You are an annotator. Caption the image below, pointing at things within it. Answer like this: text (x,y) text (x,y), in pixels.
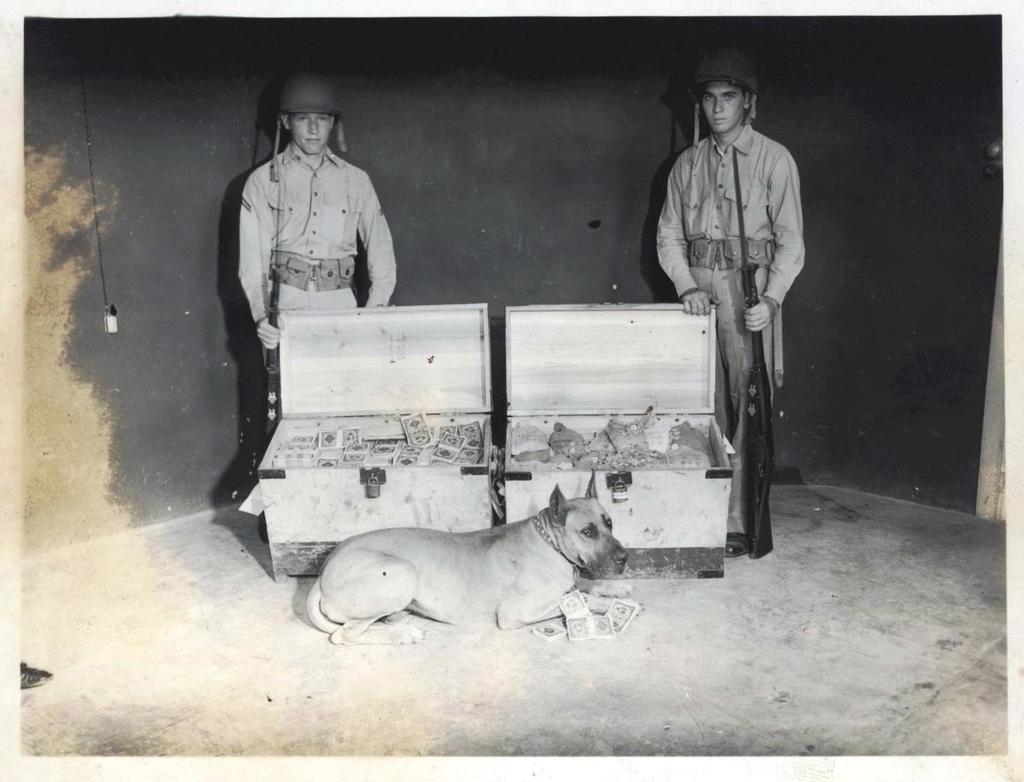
In the middle of the image (567,521) there is a dog (441,568). Behind the dog (370,531) there are some boxes (317,539). Behind the boxes (705,568) two persons (763,248) are standing and holding weapons (748,266). Behind them there is wall (978,323).
